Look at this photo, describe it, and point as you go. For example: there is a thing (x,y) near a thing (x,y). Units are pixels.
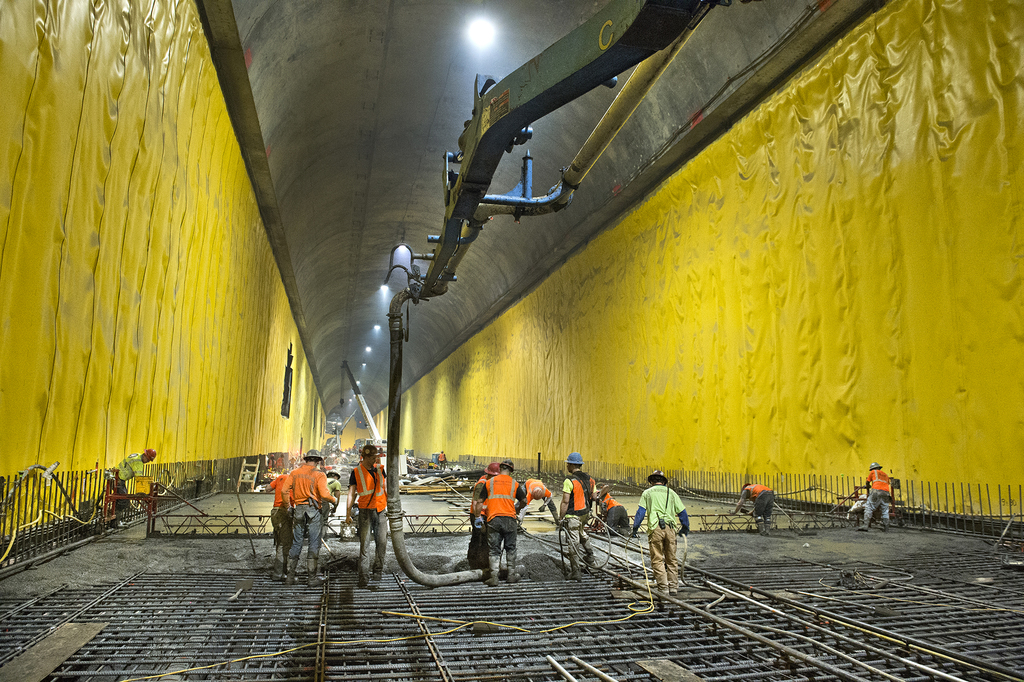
In this image I can see some people (558,519). On the left (152,386) and right side (706,279), I can see yellow color on the wall (715,346). At the top (474,43) I can see the lights (480,32).
